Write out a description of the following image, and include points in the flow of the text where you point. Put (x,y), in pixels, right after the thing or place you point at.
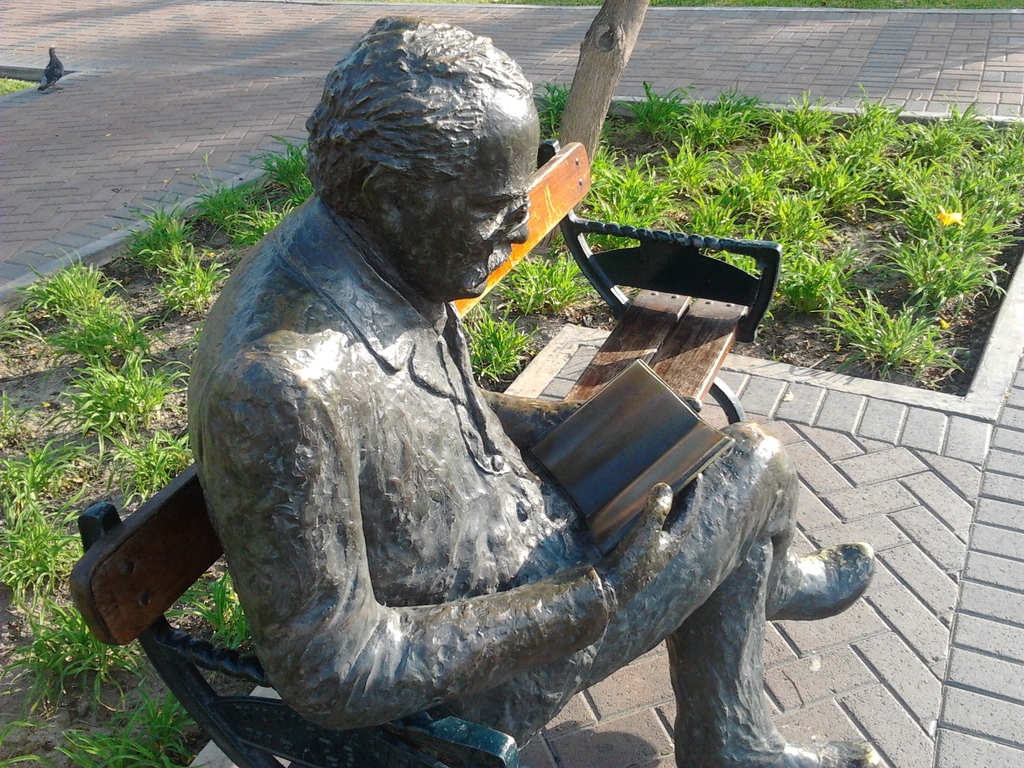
As we can see in the image there is a road (124,165), grass (171,224) and a statue (441,283).
